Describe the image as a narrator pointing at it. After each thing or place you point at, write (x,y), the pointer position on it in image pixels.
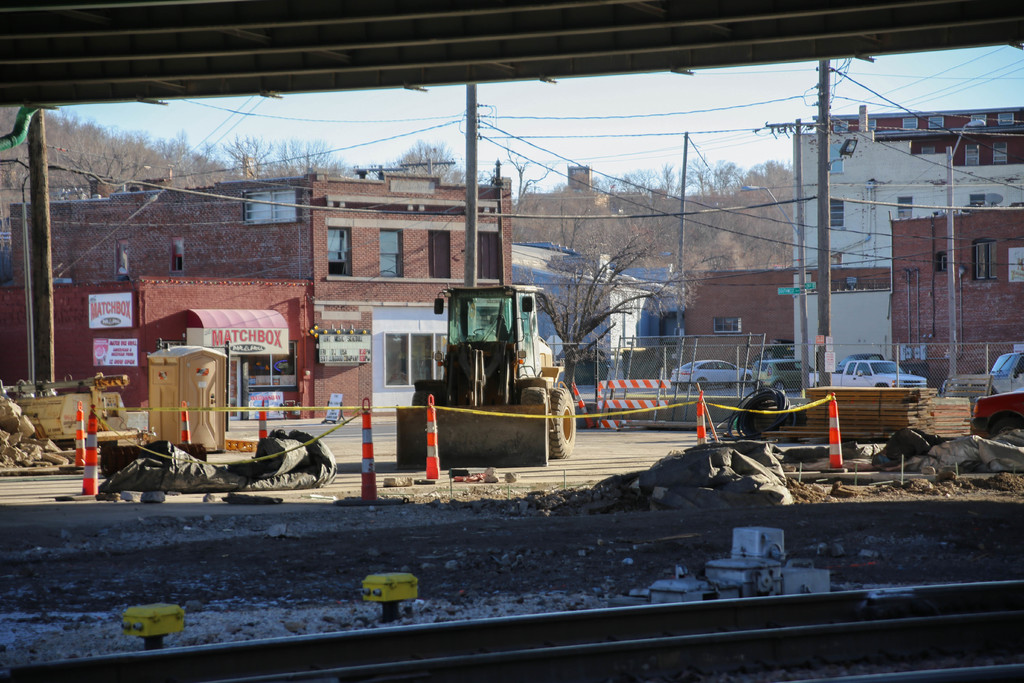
In this picture we can see a railway track (741,605). There are few tapes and stands (95,417). We can see a barricade (607,384). There is some fencing (687,351) on the right side (879,360). We can see a few vehicles (113,424), a streetlight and few poles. Some wires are visible on top (605,119). There are some trees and buildings (933,167) in the background (488,223).
